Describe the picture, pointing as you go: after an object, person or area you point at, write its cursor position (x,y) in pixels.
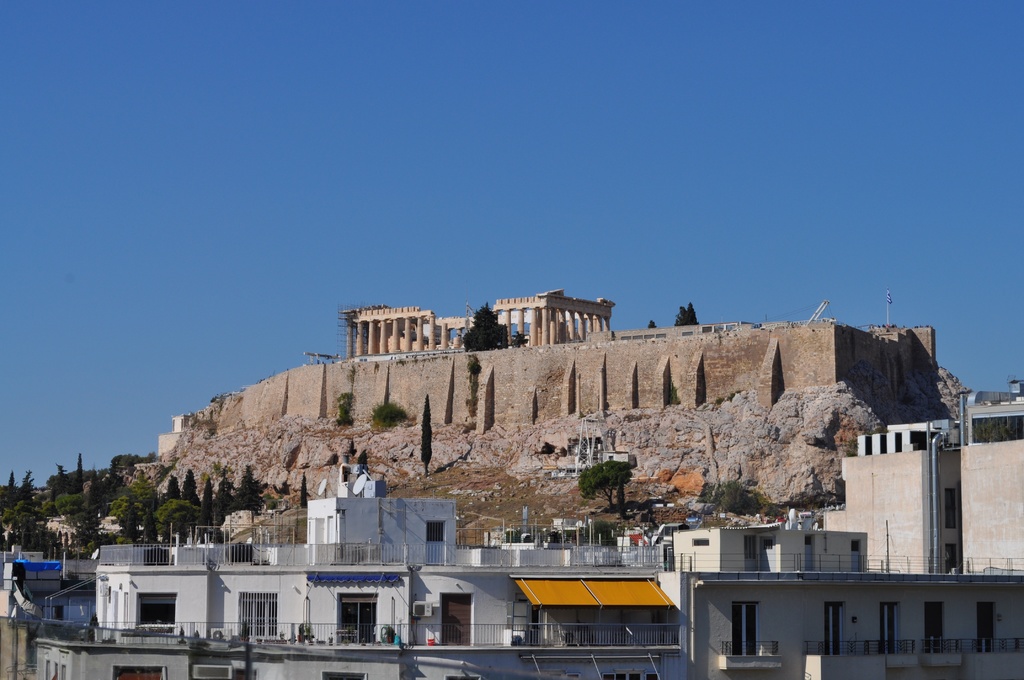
In this image we can see buildings (195,586) with windows (826,631) and doors (890,634). Also there are railings (580,624). In the back (175,492) we can see trees (253,500). Also there is a fort (533,352). And there are pillars (551,330). And there is sky (596,129).
